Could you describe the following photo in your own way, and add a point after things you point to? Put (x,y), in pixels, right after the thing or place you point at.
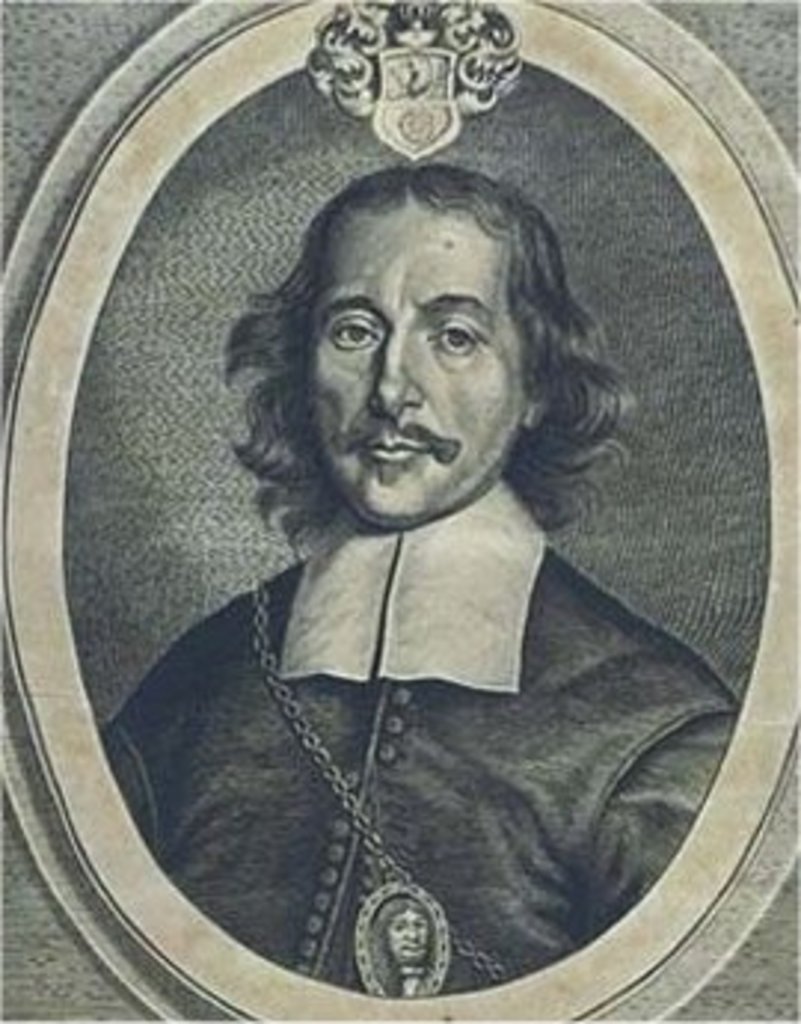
In this image there is a portrait (440,532) in which there is the image of the person (358,563).
